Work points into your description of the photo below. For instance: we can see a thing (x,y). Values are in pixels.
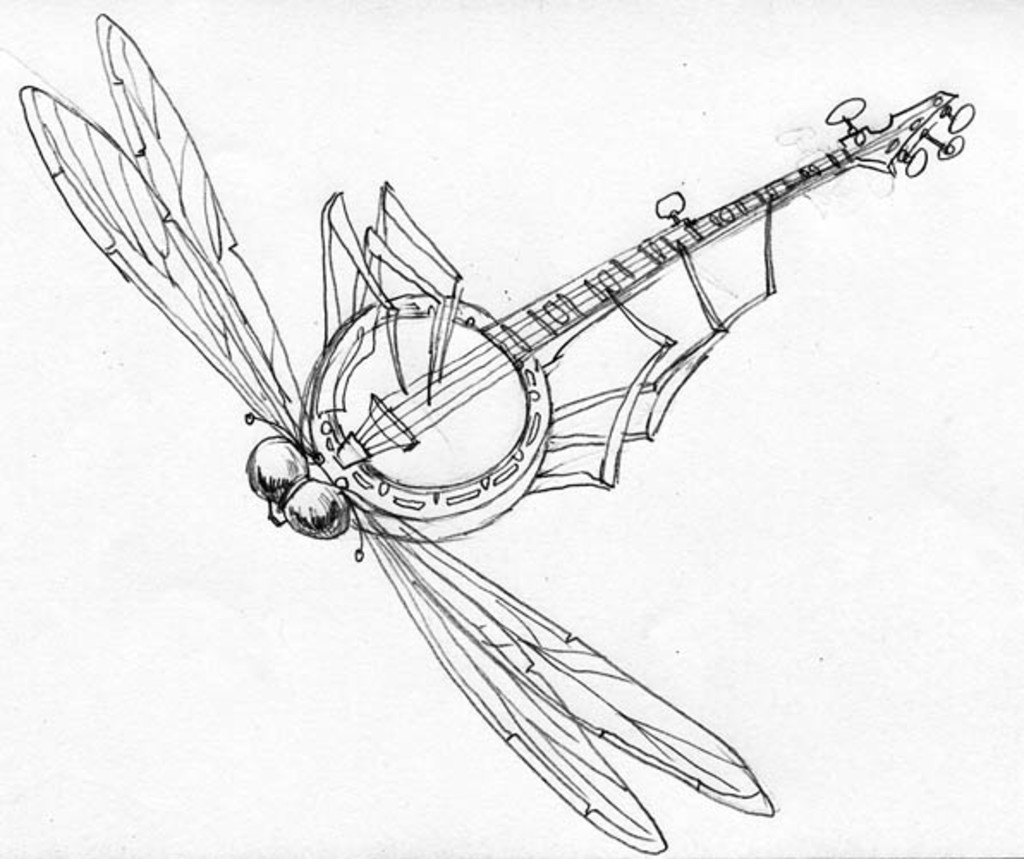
In this picture we can see a pencil sketch, we can see a fly (427,573) and a banjo (363,408) in this sketch.
